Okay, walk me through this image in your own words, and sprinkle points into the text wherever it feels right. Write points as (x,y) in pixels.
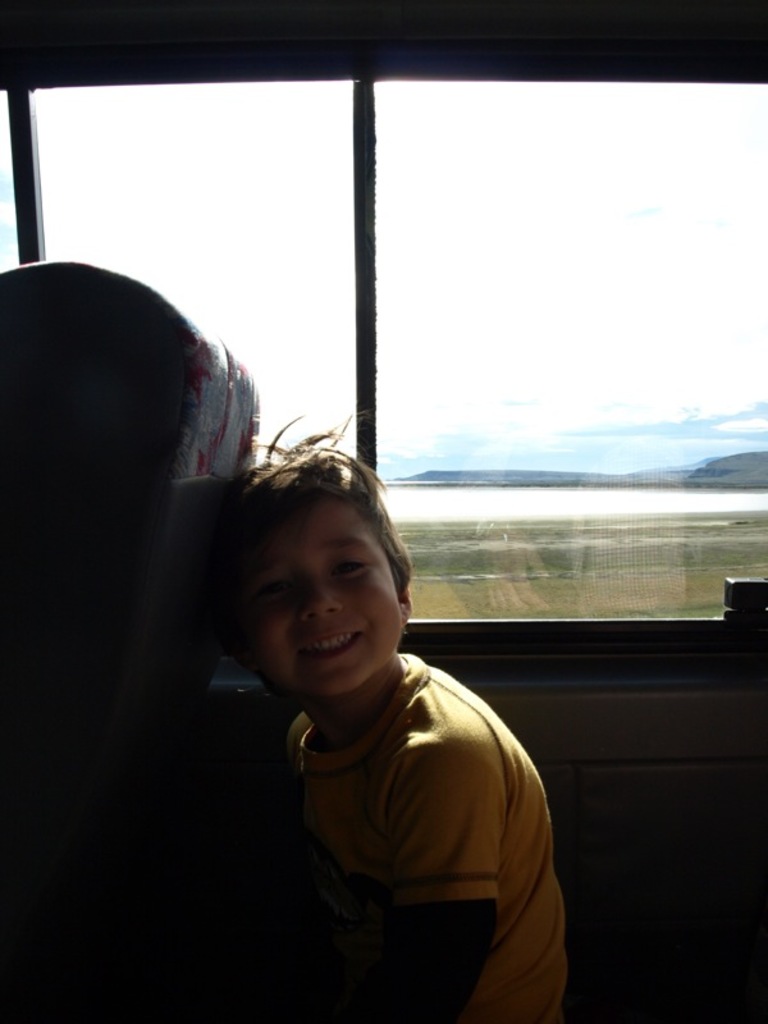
In this image we can see one boy (399,903) is riding in a vehicle (485,688), mountains (742,472), one river (443,494), and some grass (562,576) on the surface (519,549). At the top (475,205) there is the sky (474,215).
